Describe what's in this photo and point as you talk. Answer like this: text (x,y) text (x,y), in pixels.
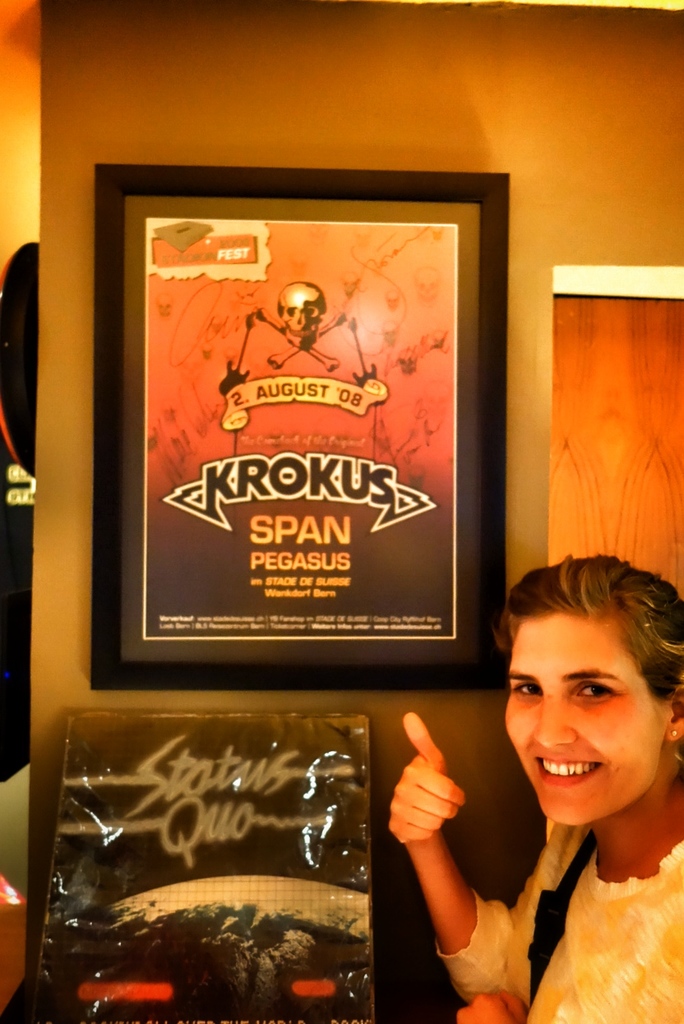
In this image, we can see a person (597,820) wearing clothes (593,933). There is a photo frame (341,379) on the wall (379,65). There is a cardboard sheet (286,770) at the bottom of the image (283,953).
